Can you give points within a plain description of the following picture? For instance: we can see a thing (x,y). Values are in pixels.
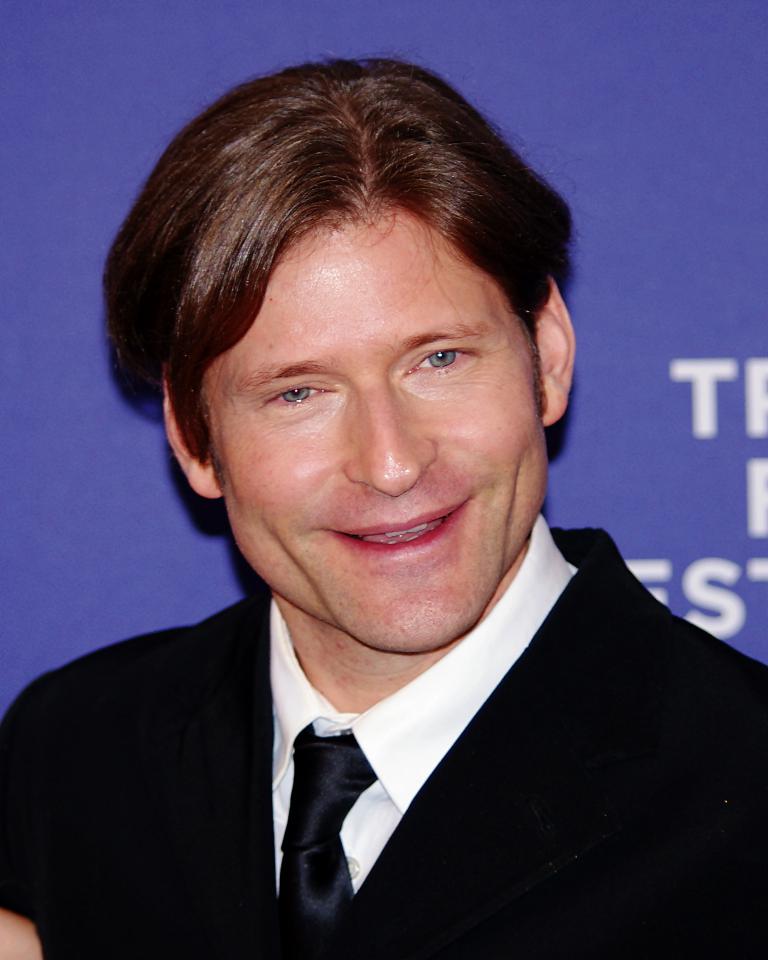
Here in this picture we can see a person (135,741) in a black colored suit (196,810) present over there and we can see he is smiling and behind him we can see a banner (536,42) present over there.
